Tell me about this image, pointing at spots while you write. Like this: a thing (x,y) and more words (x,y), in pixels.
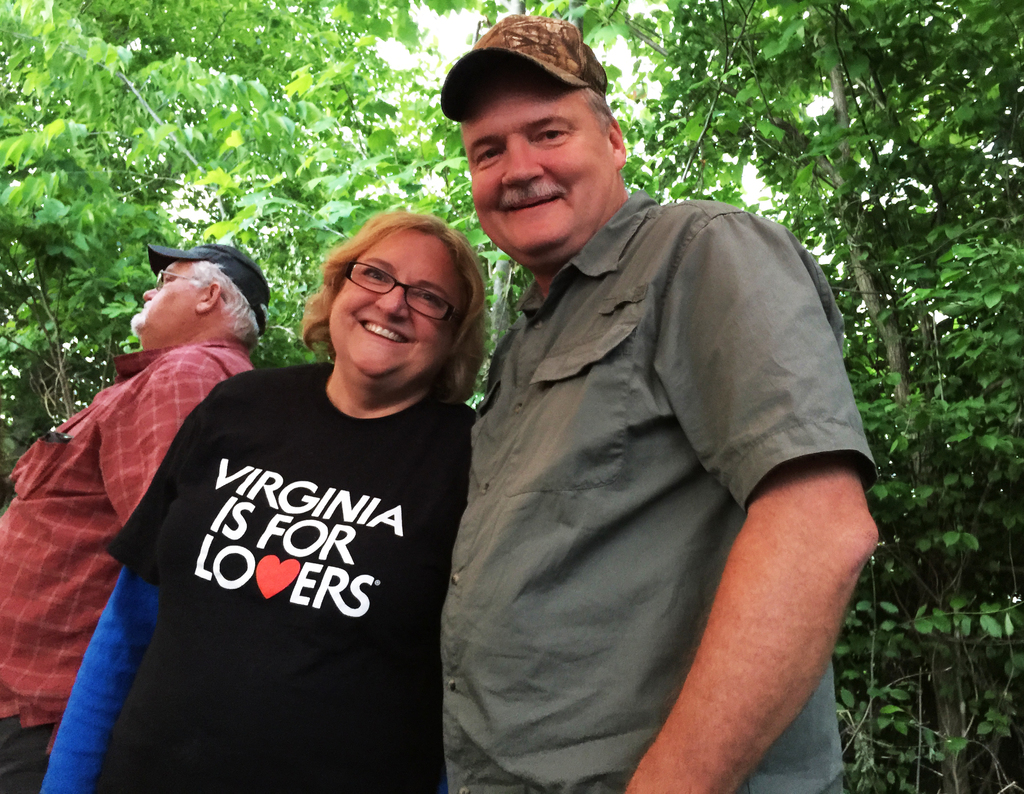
In the picture, there are total three people (382,434) two men (509,401) and woman (399,505), in the front the man (538,510) and woman (428,516) are standing one beside other and smiling and behind them there is another man (109,489), he is turning towards his left and around these people (502,117) there are many trees (191,144).
